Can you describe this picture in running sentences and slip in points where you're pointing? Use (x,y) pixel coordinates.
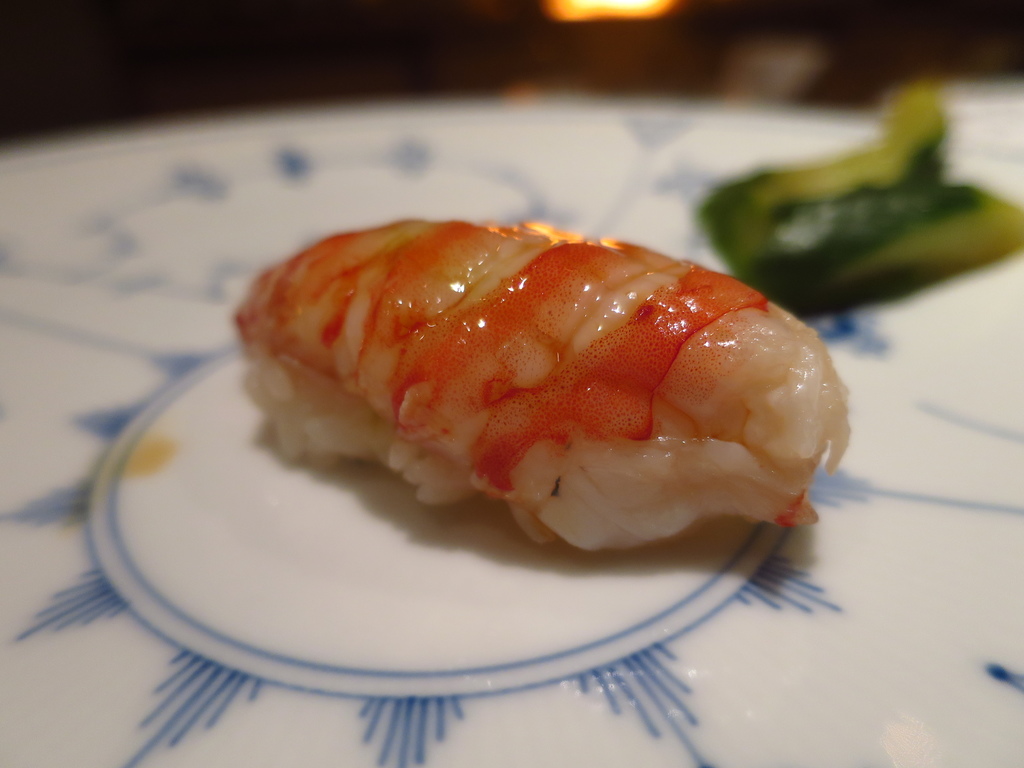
In this image I can see a food (570,300) on the white color plate (678,572). Food (673,319) is in orange, cream, white and green color.
